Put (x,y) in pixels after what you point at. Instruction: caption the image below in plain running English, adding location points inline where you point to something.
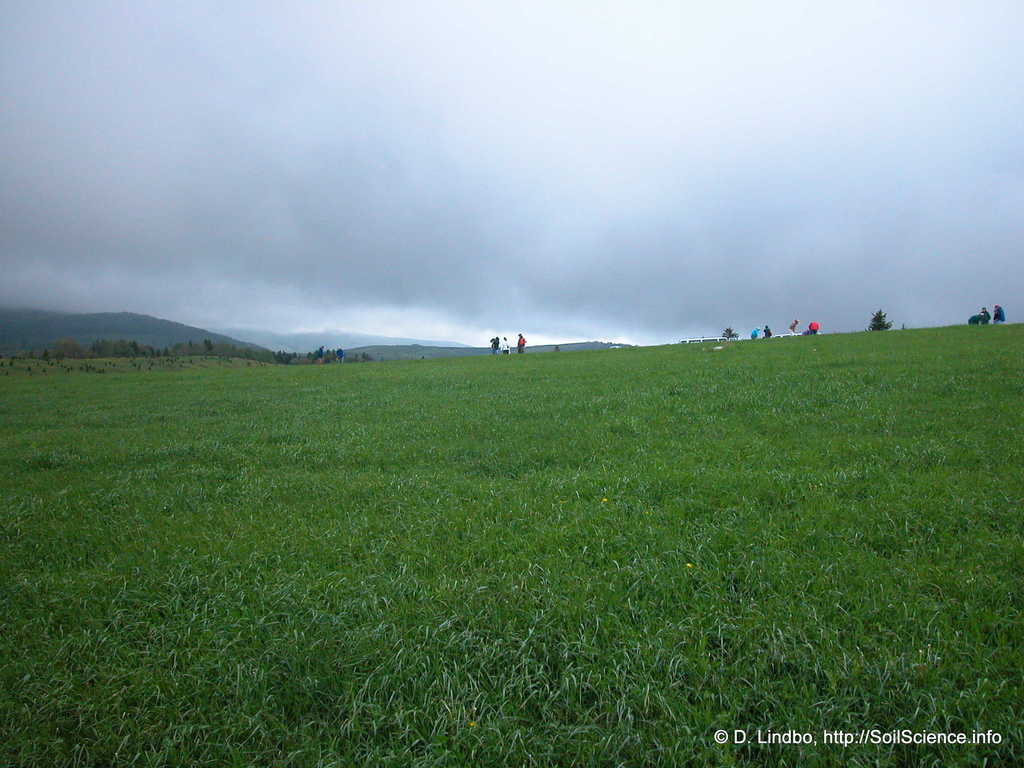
At the bottom (629,572) there is the grass (451,554), at the top (701,166) it is the cloudy sky (632,219).
